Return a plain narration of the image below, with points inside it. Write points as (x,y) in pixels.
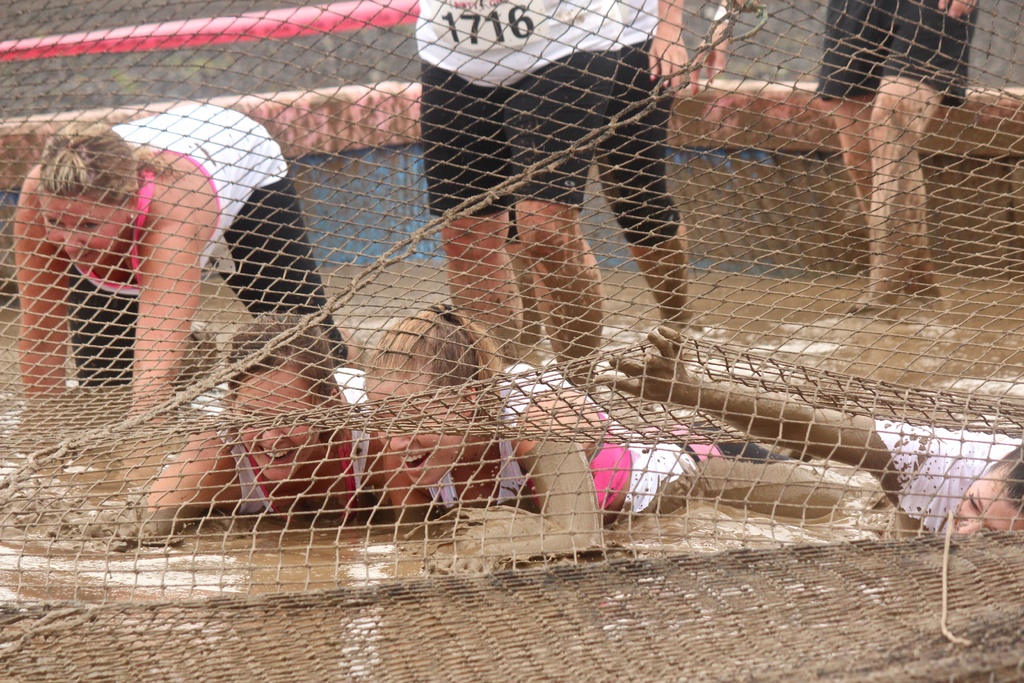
In the image we can see there are people (660,188) wearing clothes (555,190), they are standing and some of them are lying in the mud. This is a net (386,642) and this is a mud (888,353).
